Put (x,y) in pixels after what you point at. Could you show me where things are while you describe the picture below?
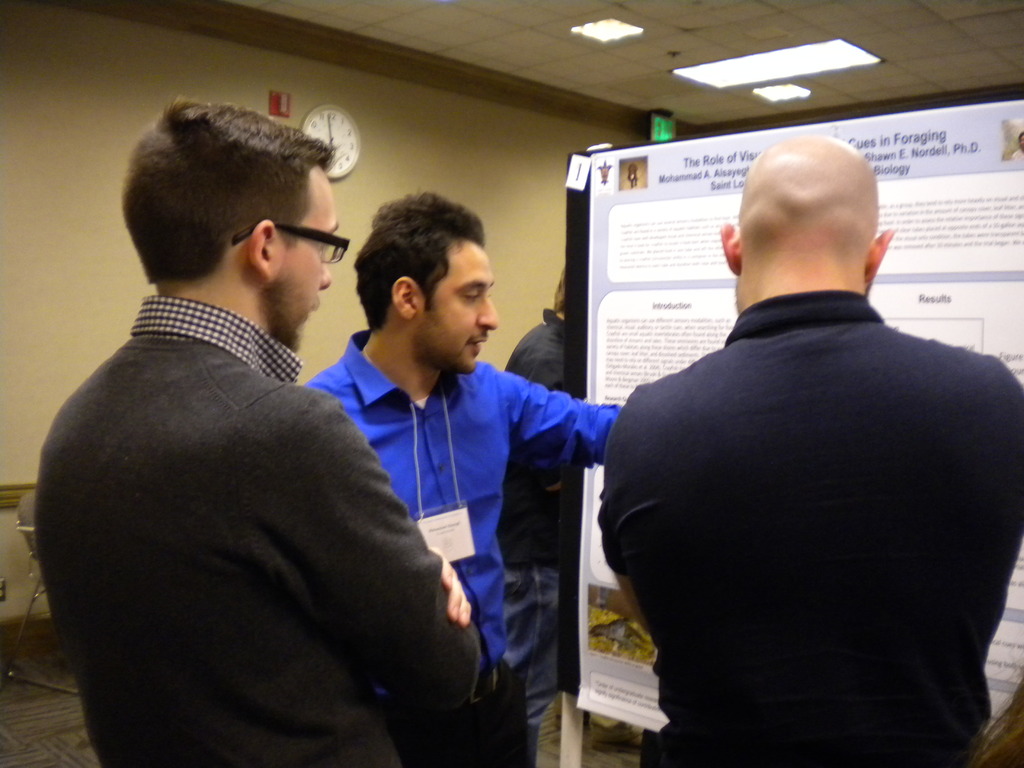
To the right corner of the image (805,433) there is a man (847,460) with black t-shirt (810,506) is standing. And beside him there is a man (209,471) with black jacket (283,414) and kept spectacles (323,235). In front of him there is a man (389,411) with blue t-shirt (428,416) is standing. In front of them there is a poster (999,177). And in the background (336,129) there is a wall (399,162) with the clock (314,136). And on the top of the roof (470,49) there is a light (598,24).
